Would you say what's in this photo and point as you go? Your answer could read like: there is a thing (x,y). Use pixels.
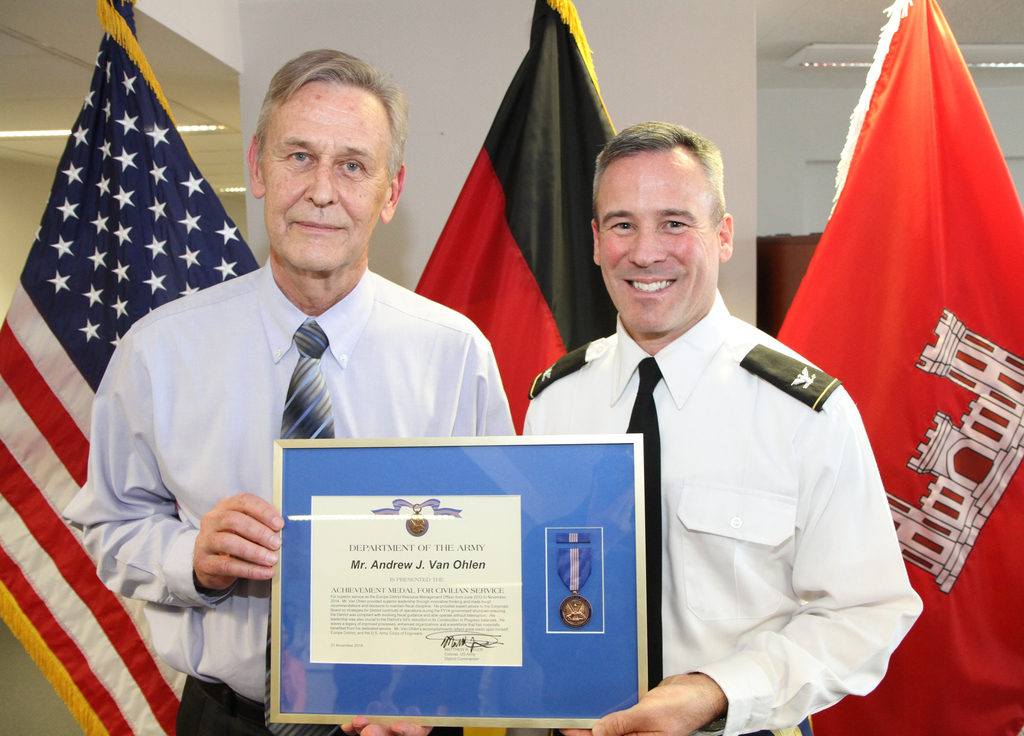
In the picture we can see two men (213,383) are standing together, they are in a white color uniforms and ties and holding a award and they are smiling and behind them we can see three flags (905,117) of different types and behind it we can see a pillar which is white in color and besides it we can see ceiling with lights (184,129).
